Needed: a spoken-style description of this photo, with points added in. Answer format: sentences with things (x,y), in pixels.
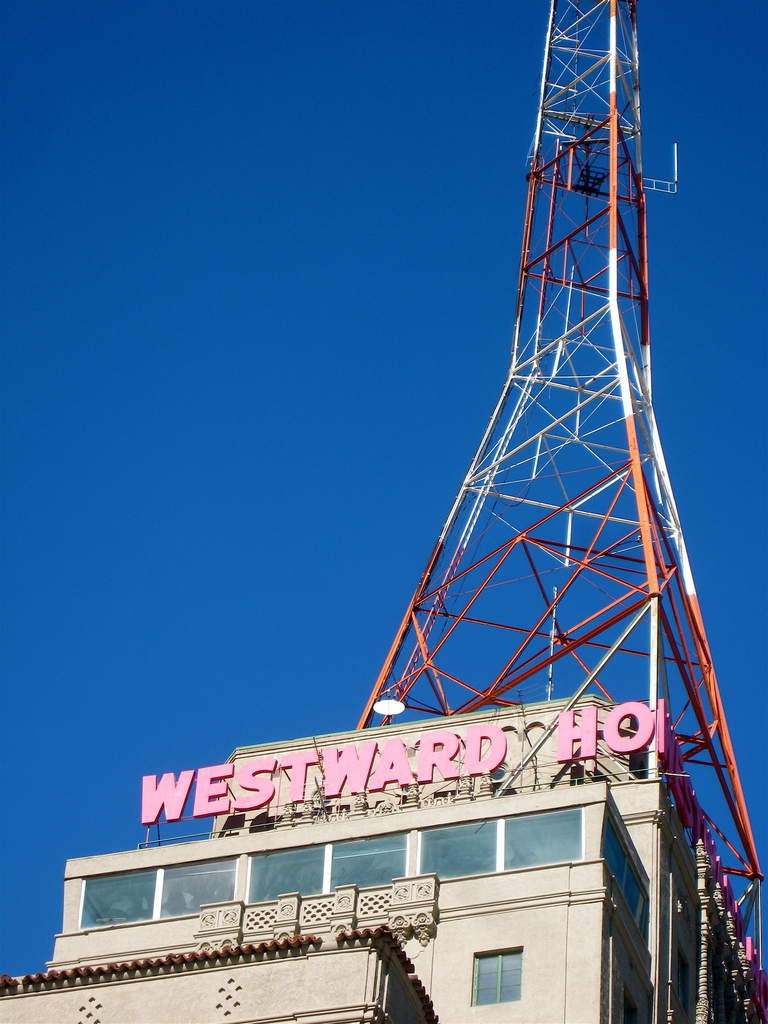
In this picture there is a building (634,933) and there is text (682,764) on the building (522,896) and there is a tower (581,485) on the top of the building (632,870). At the top (253,270) there is sky (222,344).
